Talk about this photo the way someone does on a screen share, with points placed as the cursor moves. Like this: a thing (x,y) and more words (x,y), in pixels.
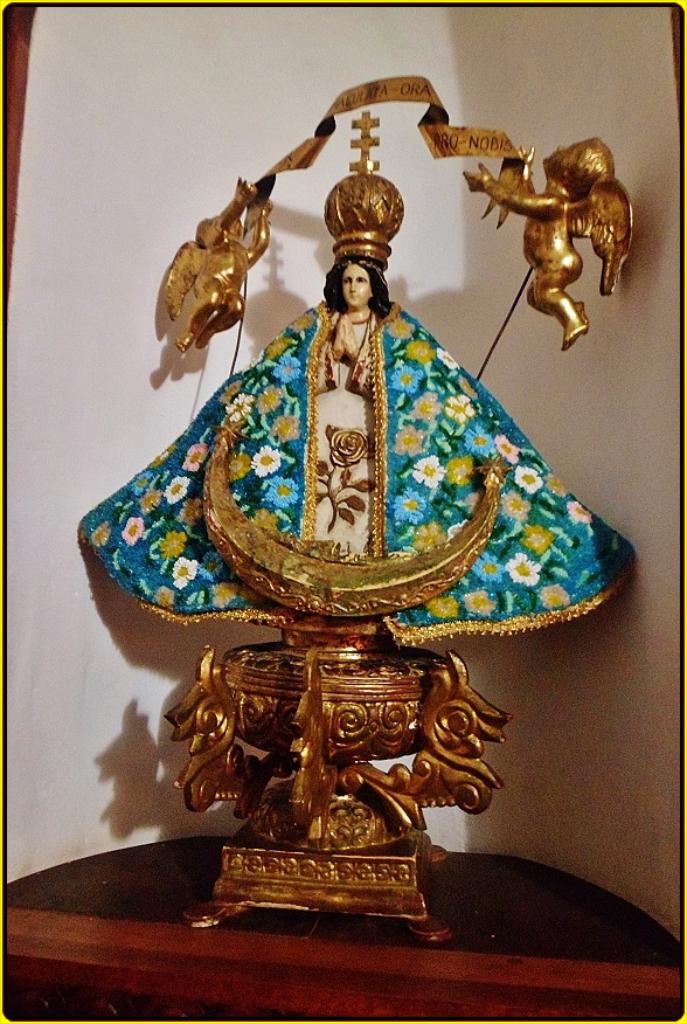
There is some decorative object (346,685) kept on a shelf (529,910), it is of gold color and behind the object (342,357) there is a wall (56,746).
